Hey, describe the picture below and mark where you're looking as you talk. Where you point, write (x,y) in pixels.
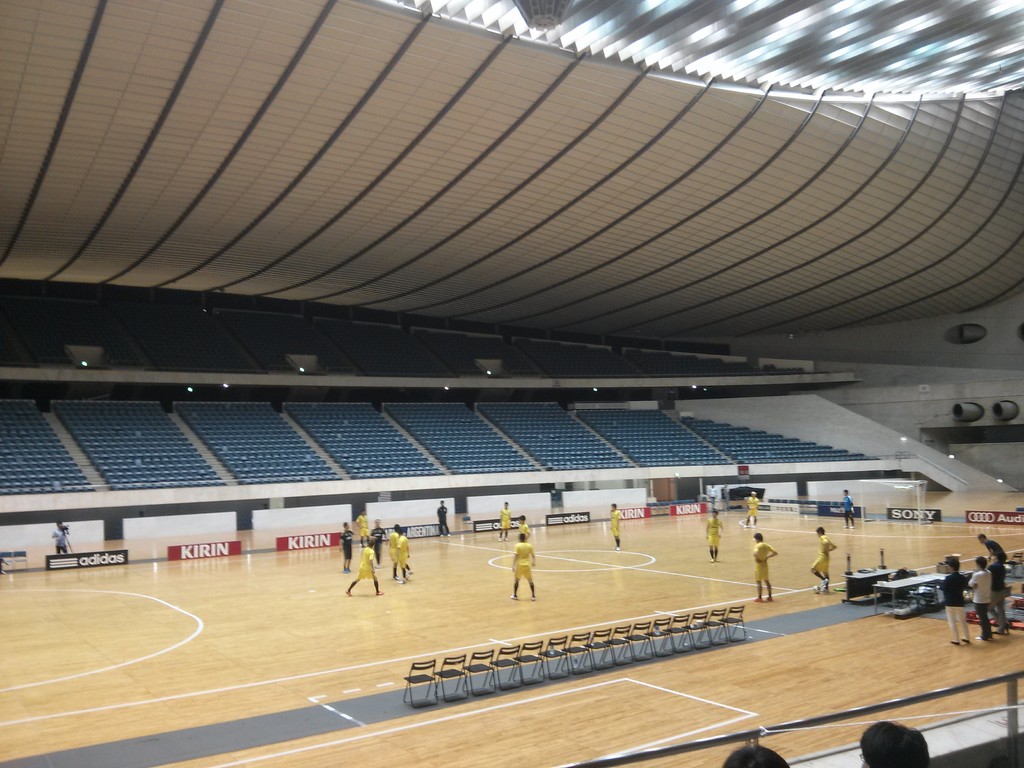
There are few persons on the floor (668,646). Here we can see chairs (643,441), tables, boards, and lights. This is roof (458,257).
